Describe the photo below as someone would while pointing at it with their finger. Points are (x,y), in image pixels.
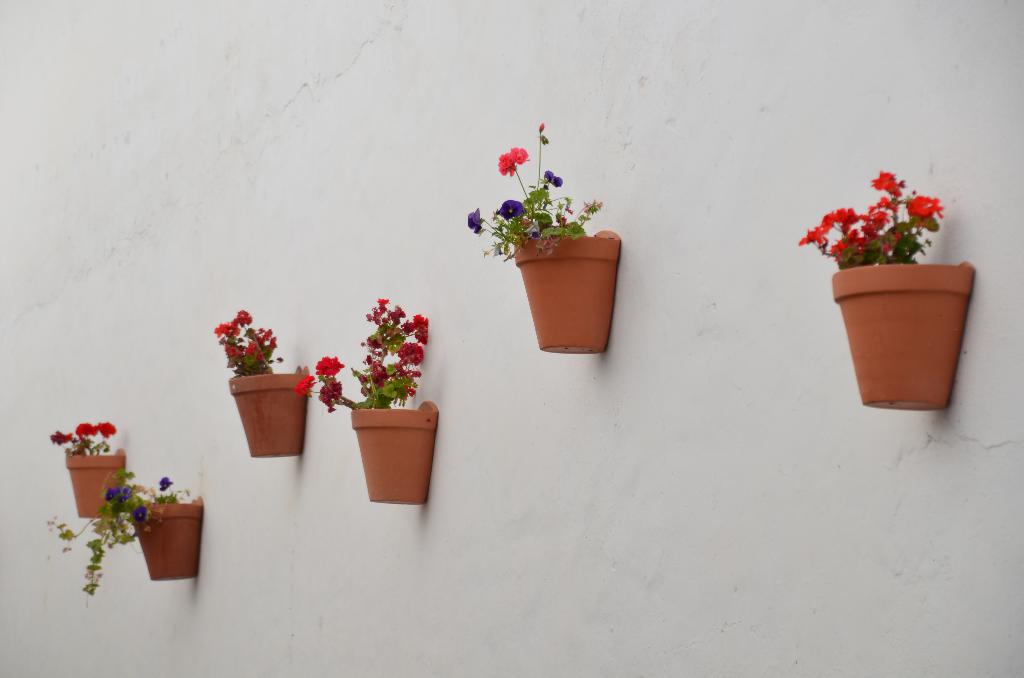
In this image I can see there are six flower pots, in flower pots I can see plants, flowers (897,188) and flower pots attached to the wall (692,497).
